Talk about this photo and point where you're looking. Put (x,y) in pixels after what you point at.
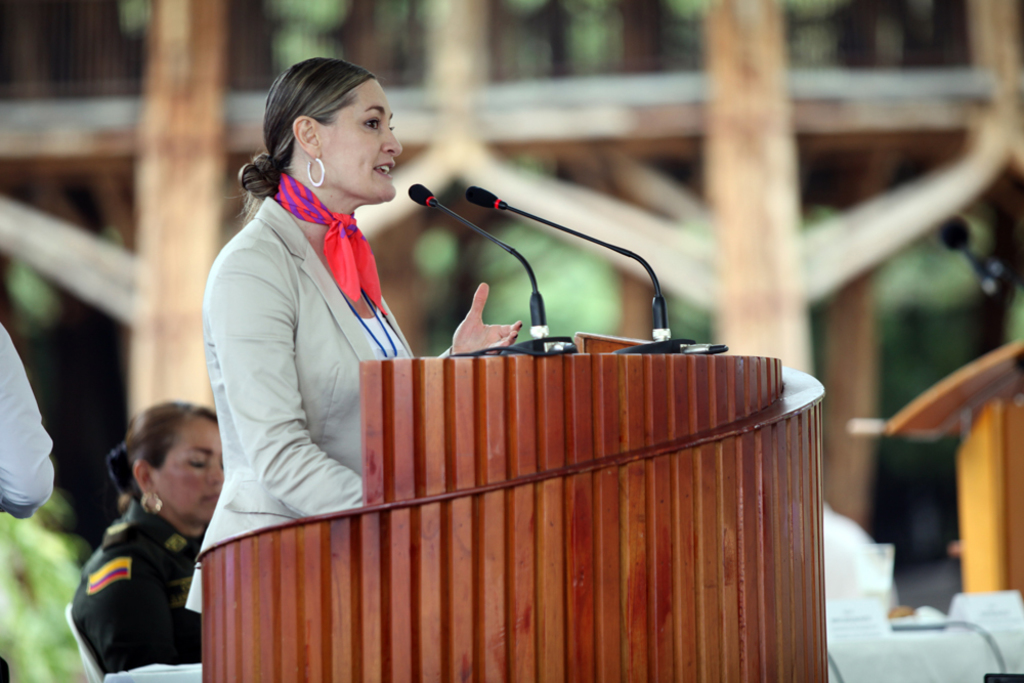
Background (445,11) portion of the picture is blur. In this picture we can see the boards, microphones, podiums (677,373) and a chair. We can see a woman (161,608) is sitting on a chair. We can see another woman (263,477) standing near to a podium (666,363) and talking. On the left side of the picture (35,509) we can see the hand (46,476) of a person (19,406).
